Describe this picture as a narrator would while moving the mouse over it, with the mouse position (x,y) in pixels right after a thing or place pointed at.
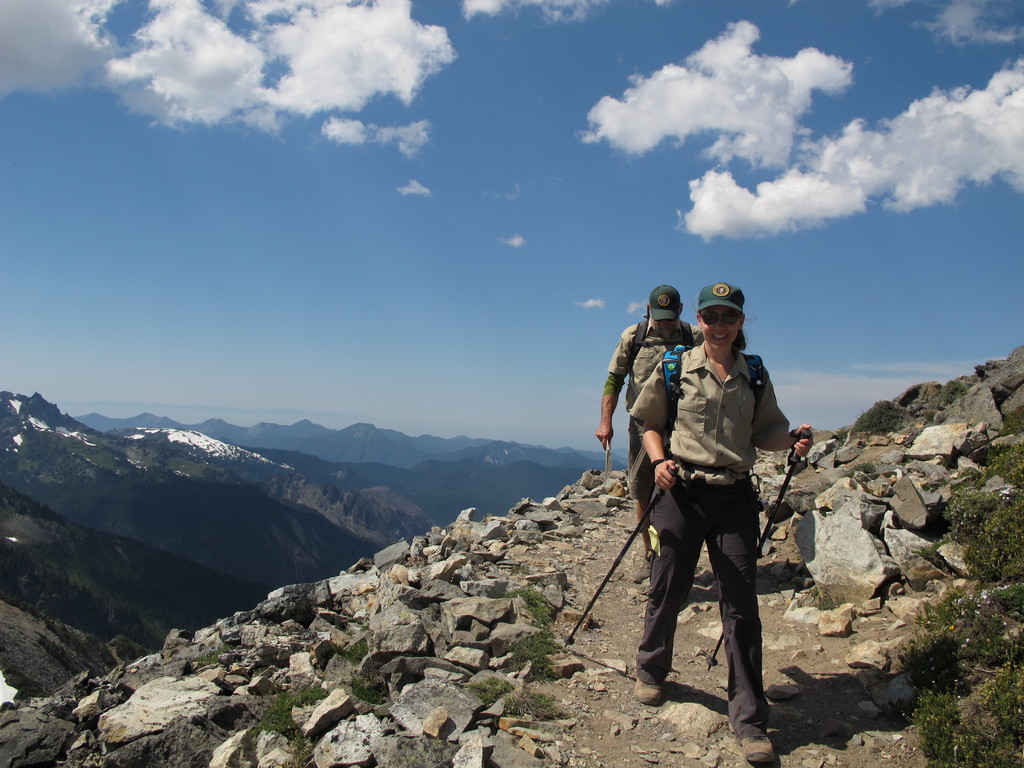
In the picture we can see hill (285,723) with rocks (416,755) and path (592,761) on it we can see a man (663,313) and a woman (670,641) walking holding some stick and wearing bags (673,394) and in the background (544,396) we can see some hills (176,435) and sky (705,182) with clouds (927,191).
